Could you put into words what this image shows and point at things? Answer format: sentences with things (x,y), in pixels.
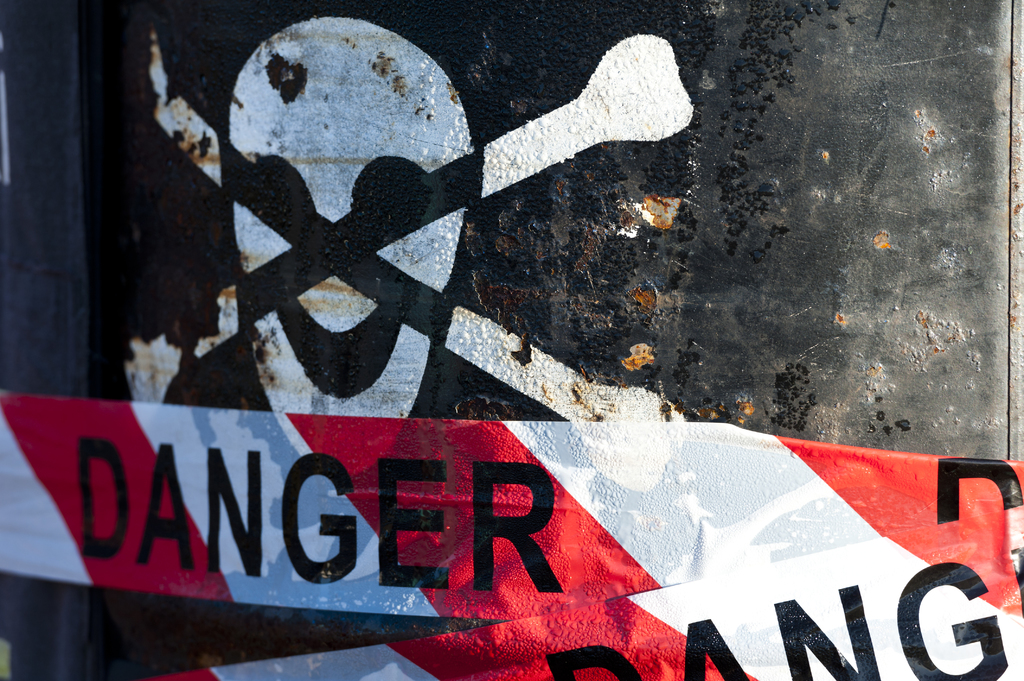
In this picture we can see a caution symbol (538,358) and bands (33,537) with danger written on it.
